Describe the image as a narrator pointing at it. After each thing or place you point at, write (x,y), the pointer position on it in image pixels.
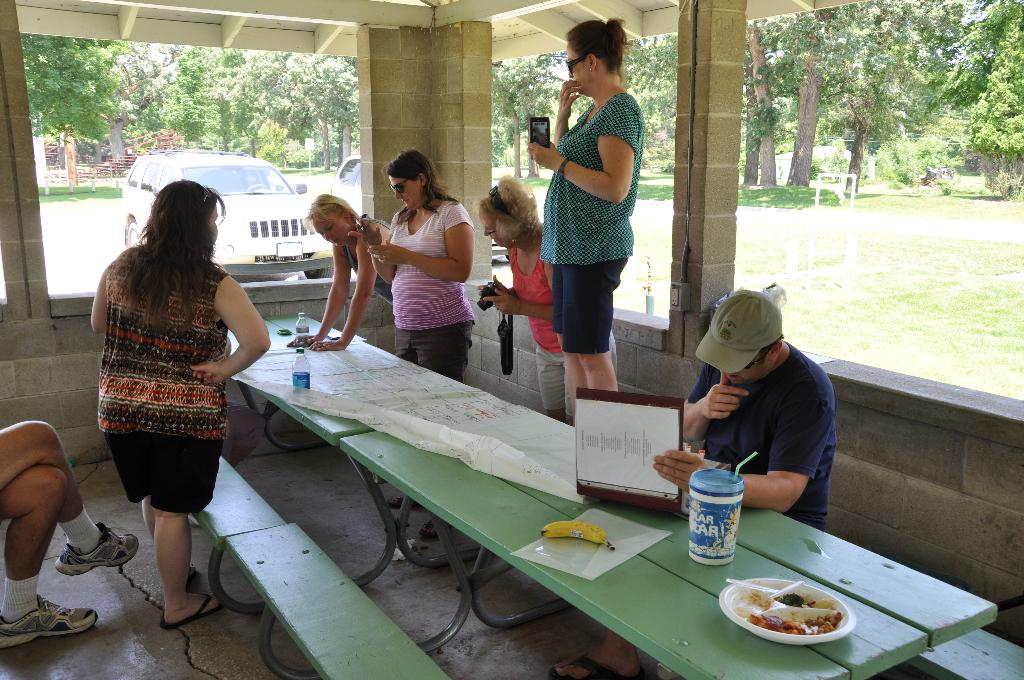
In this picture we have some people (629,241) standing around the table (672,602) on which there are some things (263,356) and a man (735,429) is sitting on the chair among them and outside there is a car (261,237), trees (961,137), some plants (895,175) and grass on the floor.
